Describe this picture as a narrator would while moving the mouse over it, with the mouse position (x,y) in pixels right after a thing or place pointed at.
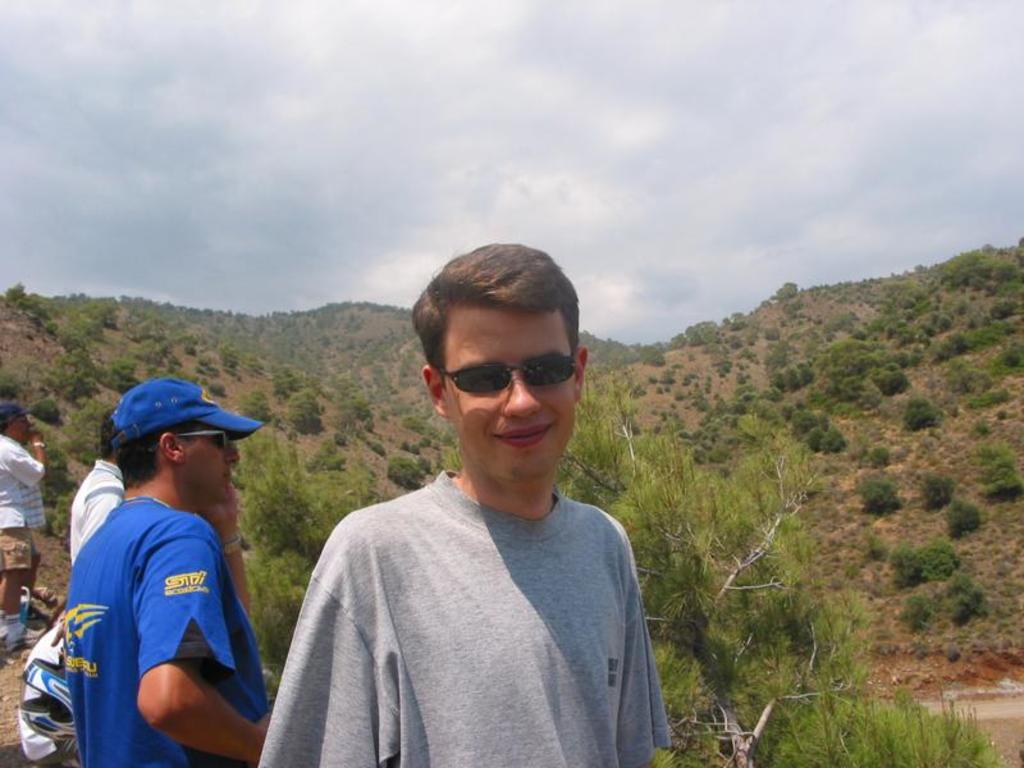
In this image we can see a group of people (500,481) standing. On the backside (730,487) we can see a group of trees (786,451) on the hill (890,462) and the sky (709,228) which looks cloudy.
